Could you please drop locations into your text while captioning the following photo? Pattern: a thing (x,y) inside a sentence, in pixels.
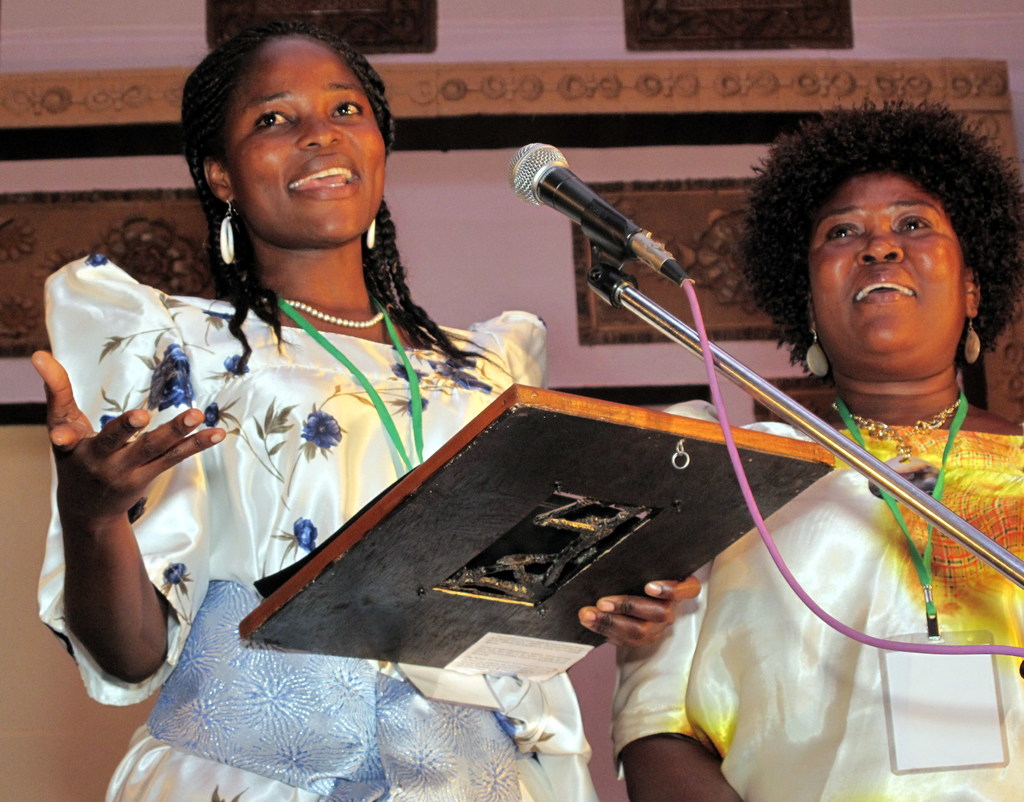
In this image I can see two people (363,495) standing and holding something. In front (588,217) I can see a mic (614,230) and stand (603,242). Background (631,92) is brown, black and pink color.
